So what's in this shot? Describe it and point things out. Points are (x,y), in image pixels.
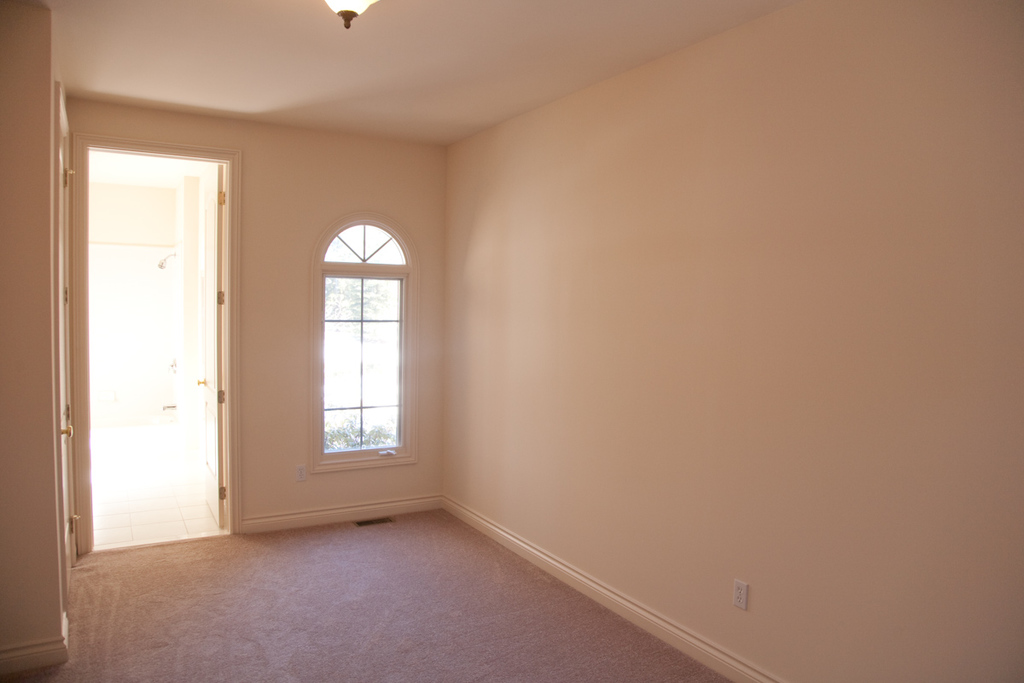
This picture shows the inner view of a building (497,139), one light (341,0) attached to the ceiling (391,63), some objects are attached to the wall (428,446), one glass window (367,441), one door (213,380), one carpet (286,638) on the floor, outside of the window (332,340) there are some trees (333,443) and plants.
